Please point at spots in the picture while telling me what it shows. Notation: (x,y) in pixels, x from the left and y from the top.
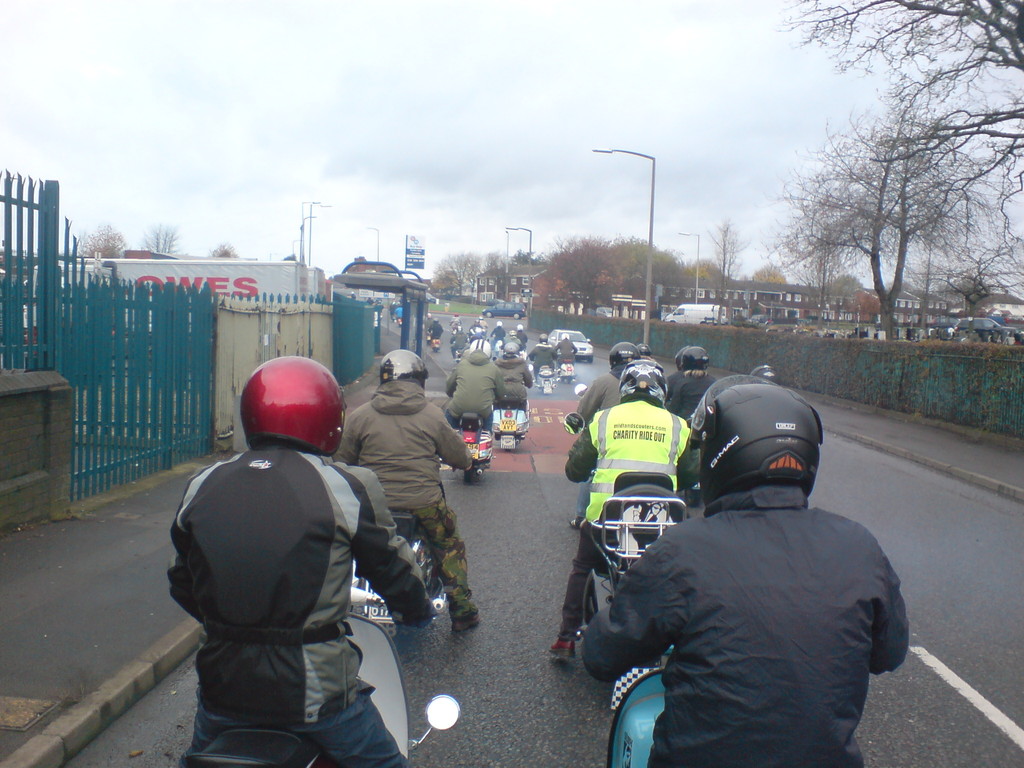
In this image I can see number of people (446,450) are on their bikes (540,370). I can also see few more vehicles (502,310), trees (471,290) and street lights (652,213). I can see all of them are wearing helmets (300,390).
